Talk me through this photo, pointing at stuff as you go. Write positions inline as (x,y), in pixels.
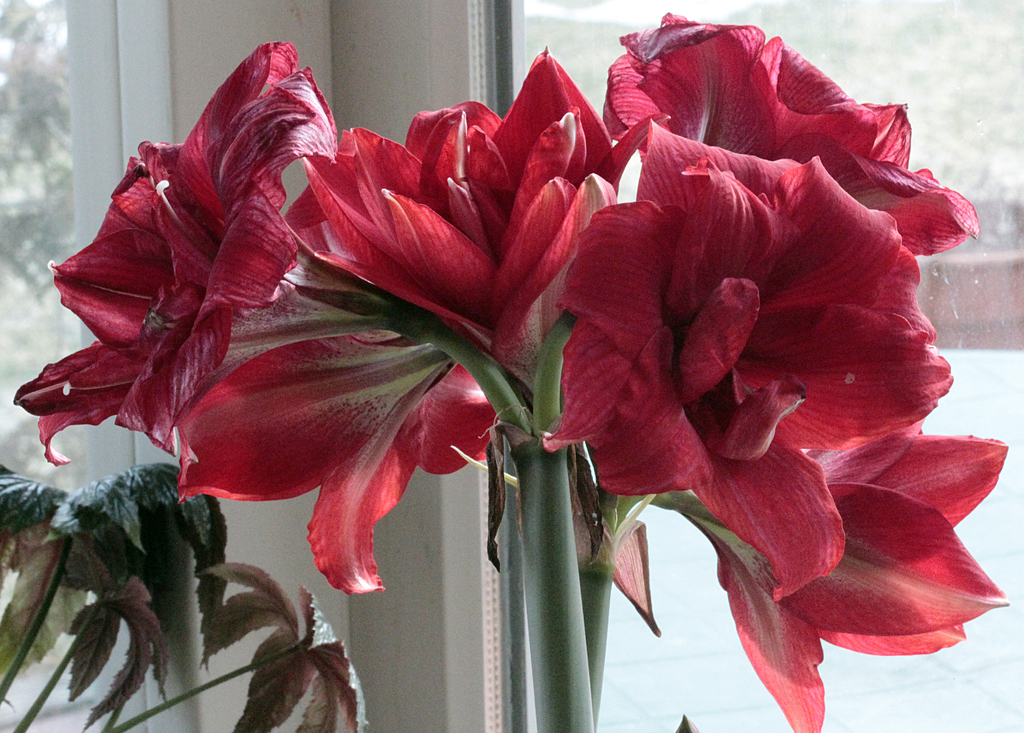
In this picture we can observe red color flowers (474,251). On the left side (156,525) there is a plant (111,640). In the background (40,185) we can observe trees (28,36).
